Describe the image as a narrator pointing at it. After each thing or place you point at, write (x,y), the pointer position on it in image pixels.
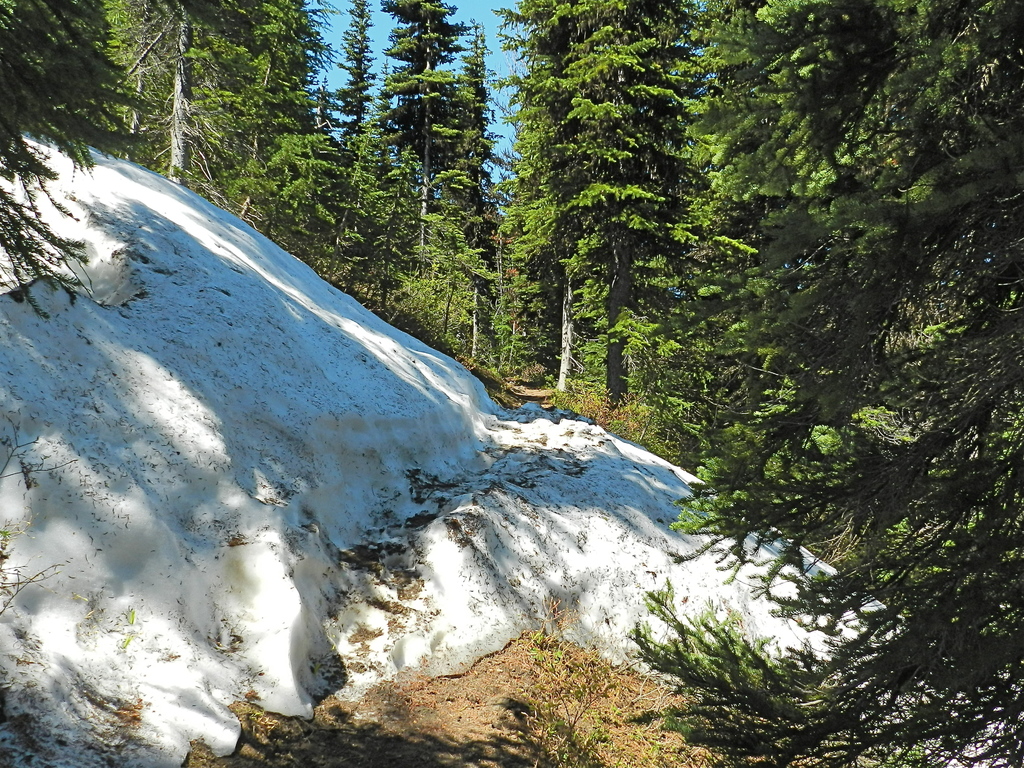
This image consists of many trees (53,73). It looks like it is clicked in a forest (821,315). In the front (231,426), we can see a rock (129,511) covered with snow (192,475).
